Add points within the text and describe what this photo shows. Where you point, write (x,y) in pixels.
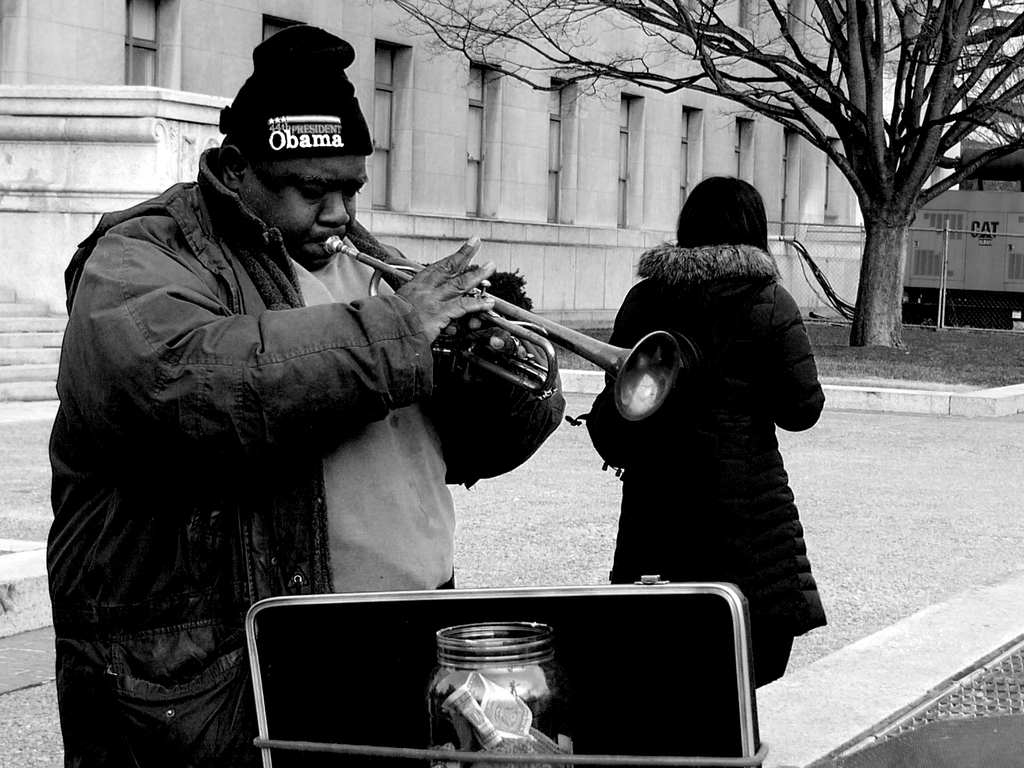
It is a black and white image. In this image we can see a man (249,315) wearing the cap (262,82) and holding the musical instrument (503,302). We can see a jar (517,639) with the money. We can also see an object (642,654). In the background (794,236) we can see the buildings (617,201), tree (914,200), grass (920,356), pipe (781,241), wires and also the stairs (39,397). We can also see the path (872,512).
